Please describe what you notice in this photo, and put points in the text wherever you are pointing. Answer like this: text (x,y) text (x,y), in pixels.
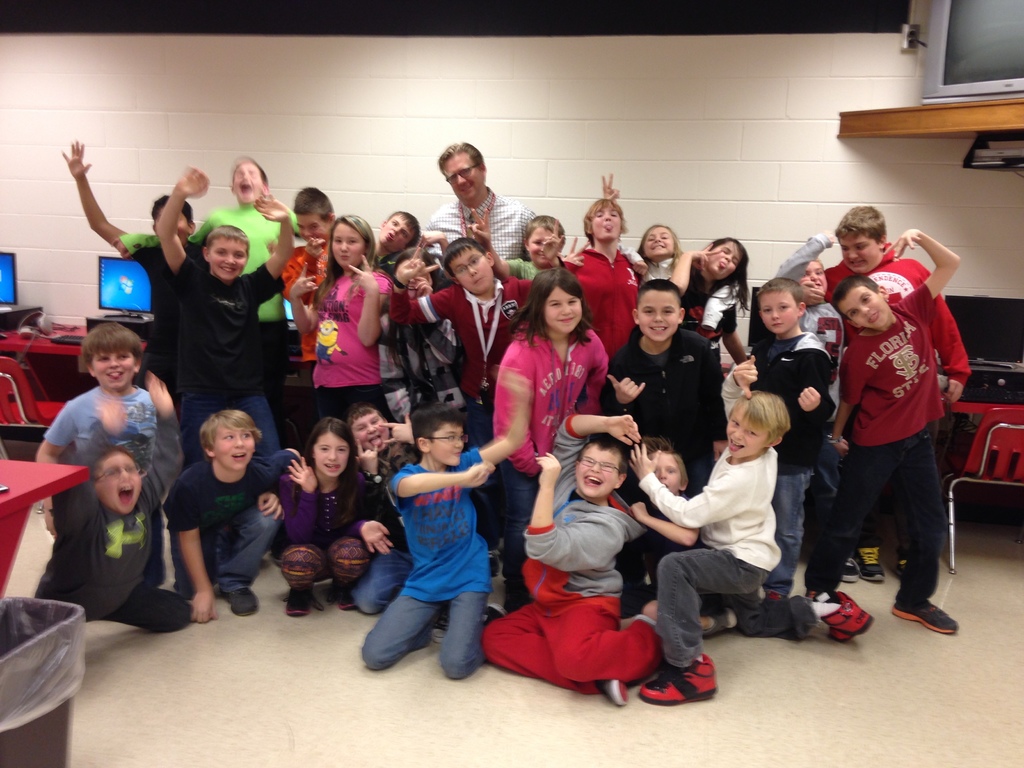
In this image, there are many people (733,571). We can see the ground (495,737) and a table (60,330) with some screens (100,298) and objects (91,327). We can see some chairs (1002,446). We can also see some objects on the bottom left (42,699). We can also see a wooden object (913,110) with one of the screens (943,76) on the top right corner (1000,39). We can see the wall (6,251).
